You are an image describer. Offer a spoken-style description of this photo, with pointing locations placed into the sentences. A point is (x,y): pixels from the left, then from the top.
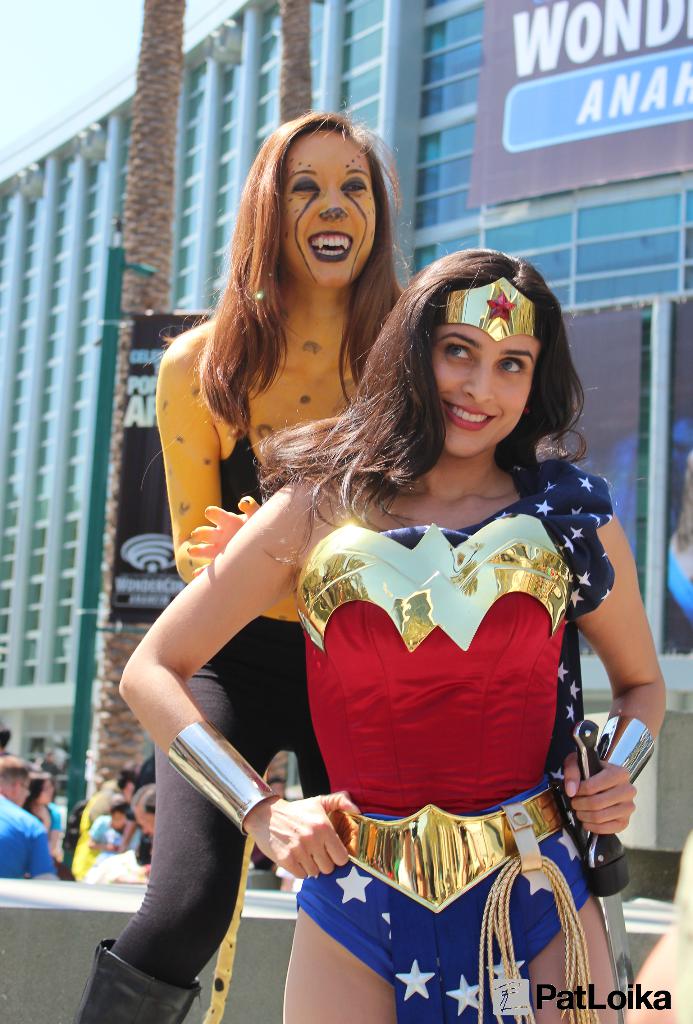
In the image there are two ladies (316,532) with costumes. Behind them there are few people (135,851) and also there are banners (136,461). There are tree trunks (169,204). In the background (401,173) there is a building (426,47) with glasses (420,217) and a banner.
